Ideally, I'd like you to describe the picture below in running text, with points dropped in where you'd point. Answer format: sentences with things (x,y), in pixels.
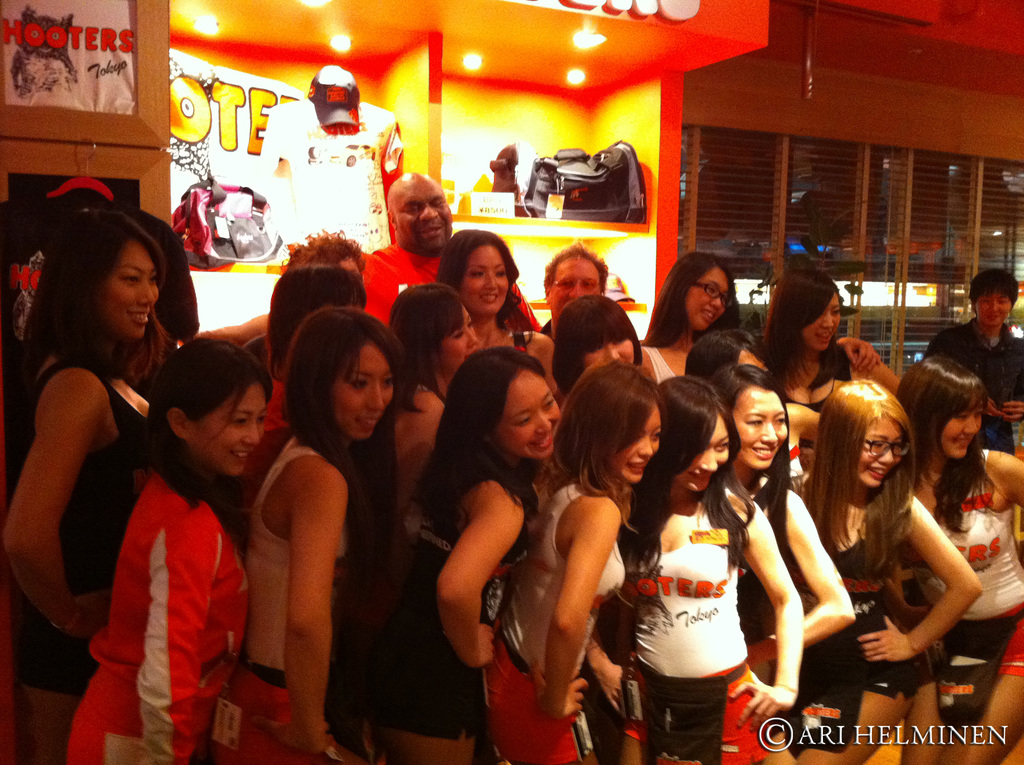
In this image I can see a group of people (509,660) standing and posing for the picture. I can see some shelves (431,73) behind them I can see some caps (329,78), bags (607,183), a T-shirt (276,120) on the shelves (500,138). I can see a building (728,164) behind them. I can see another person (949,344) standing on the right hand side of the image (1002,436) In the right bottom corner (853,728) I can see some text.
